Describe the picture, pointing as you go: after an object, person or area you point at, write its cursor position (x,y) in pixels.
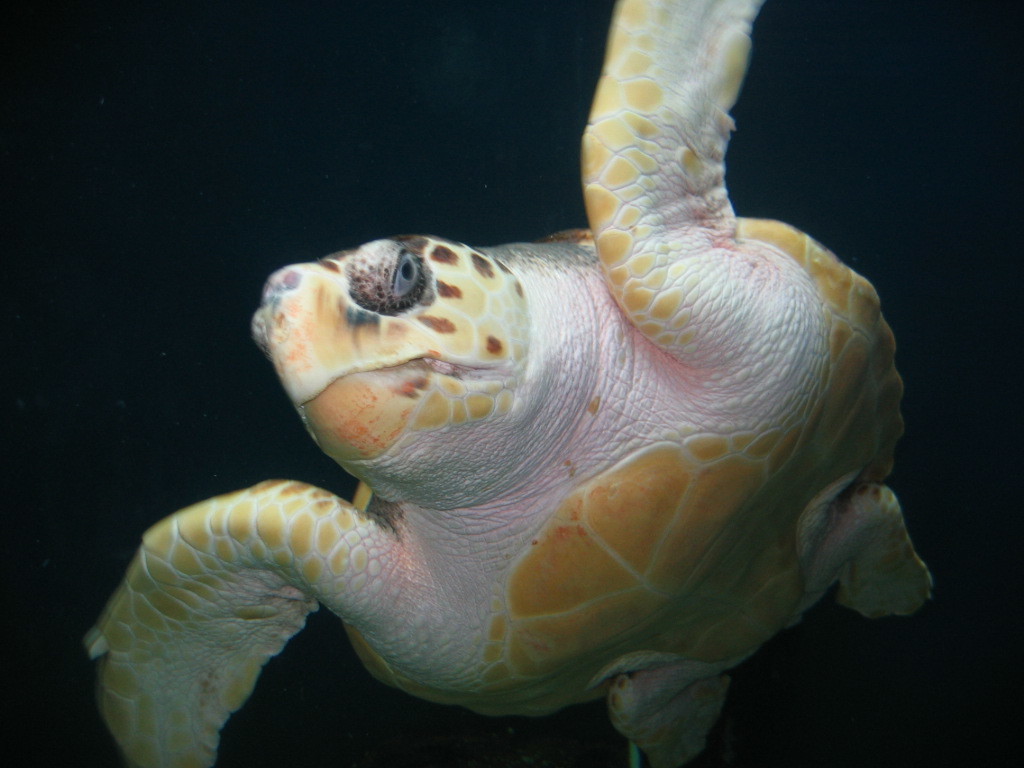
In this image I can see a sea turtle (537,506). The background is in black color.
